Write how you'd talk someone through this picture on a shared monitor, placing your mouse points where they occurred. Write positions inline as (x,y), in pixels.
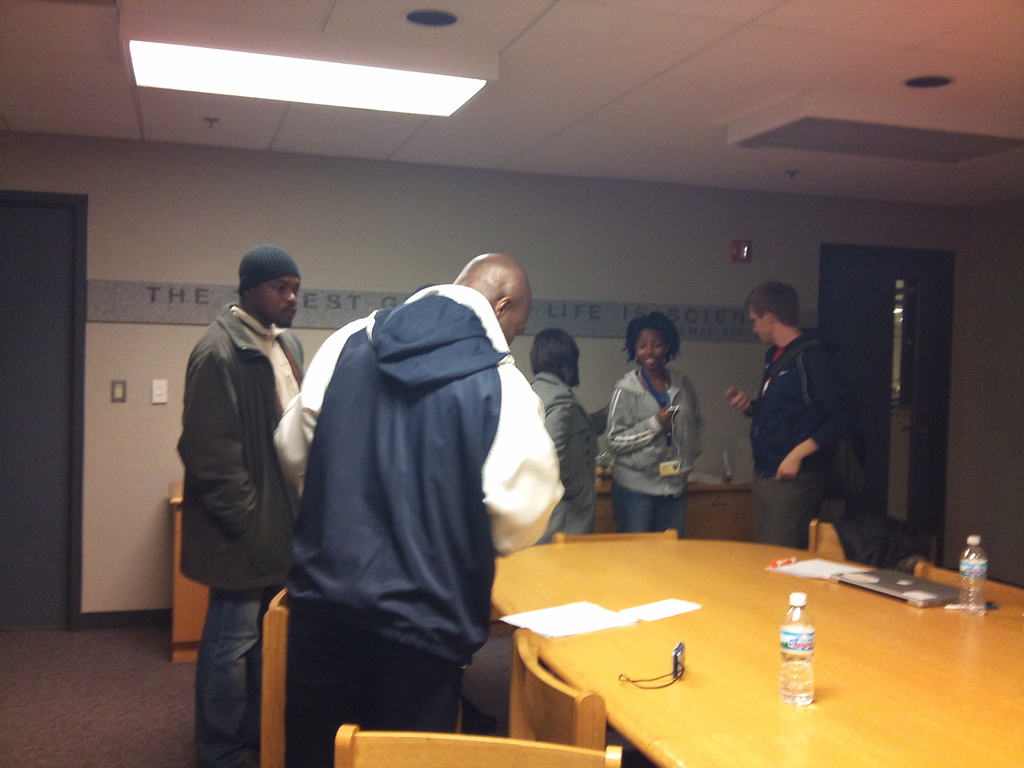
It is a conference room (614,398), there are group of people (549,361) standing beside a big table (779,632), on the table (837,596) there is a laptop (891,590), a water bottle (970,582) and some papers (825,575) in the background (331,226) there is a wall (638,230) and beside the wall (915,234) there is a door (883,417).
